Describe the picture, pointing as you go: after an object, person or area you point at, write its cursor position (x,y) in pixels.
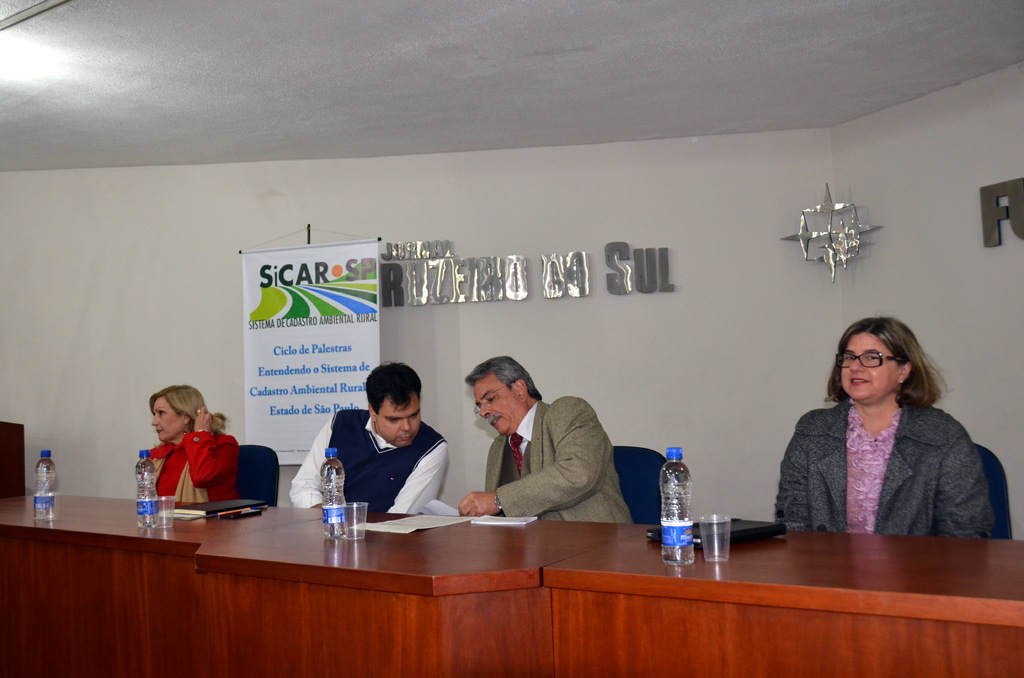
This is the picture inside of the room (277,101). There are people (527,467) sitting behind the table (576,579). There are bottles (332,487), glasses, laptops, papers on the table (553,542). At the back (294,450) there is a hoarding (312,356) and at the top (28,47) there is a light (27,61).
